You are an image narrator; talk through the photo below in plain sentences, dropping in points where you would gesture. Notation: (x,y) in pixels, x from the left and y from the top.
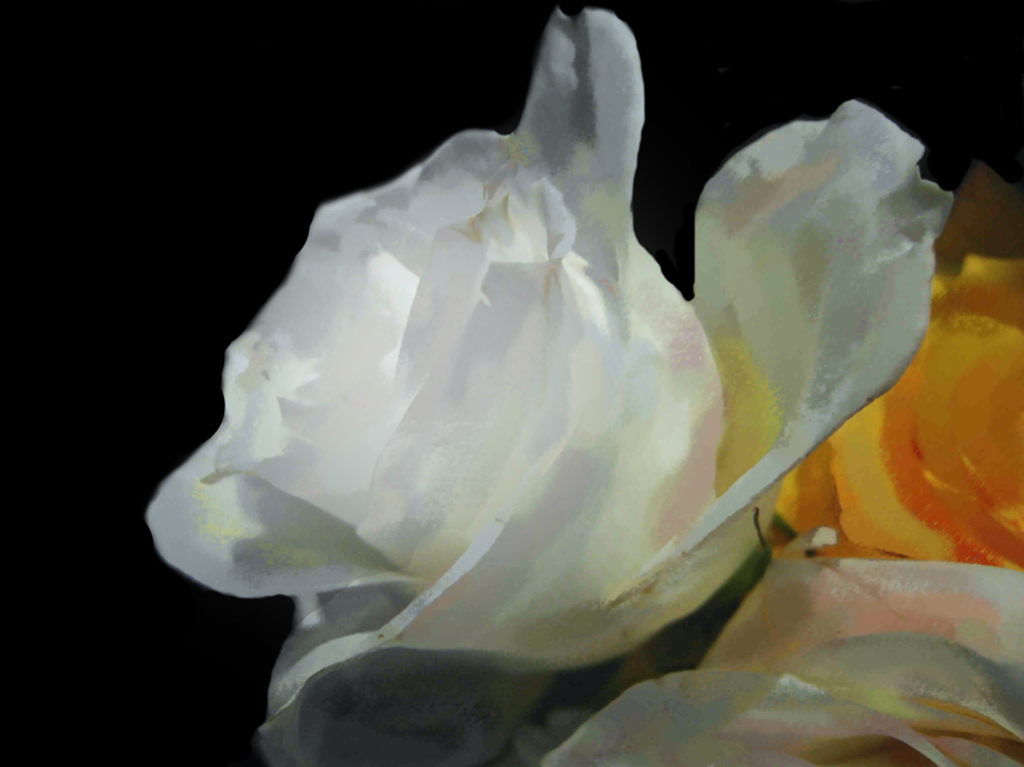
In this image I can see the flowers (433,476) which are in white, yellow and orange color. And there is a black background (259,70).
